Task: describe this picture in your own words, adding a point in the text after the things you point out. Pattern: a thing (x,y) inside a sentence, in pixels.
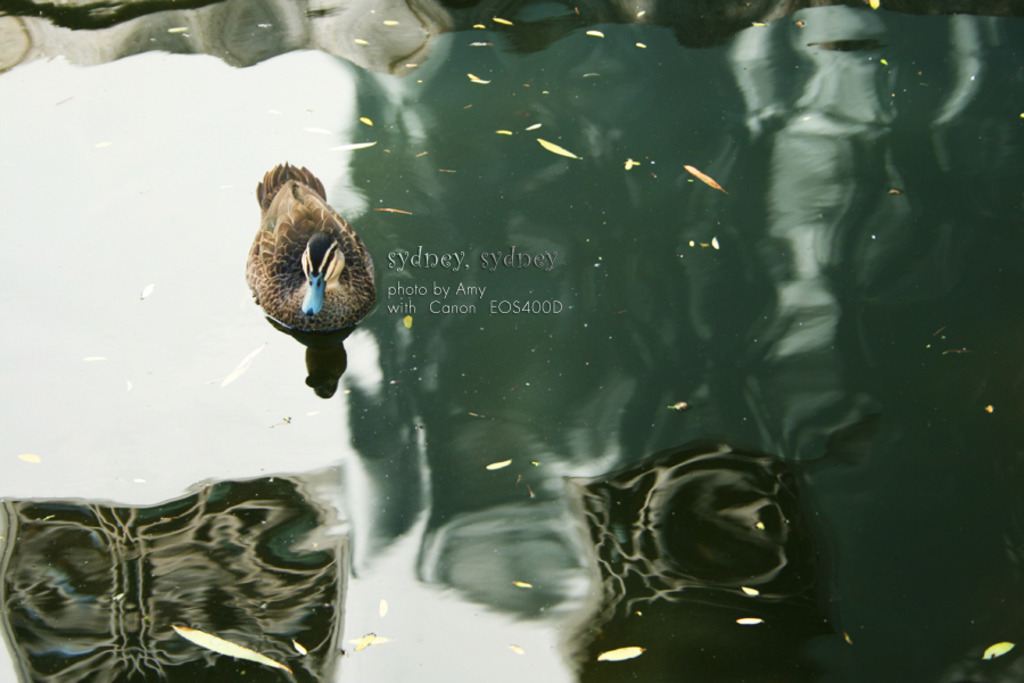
In this image I can see the bird (299,324) on the water (381,388). I can see the bird (277,306) is in brown, black and blue color. I can see the reflection (141,214) of the sky (40,241) in the water (246,376).
